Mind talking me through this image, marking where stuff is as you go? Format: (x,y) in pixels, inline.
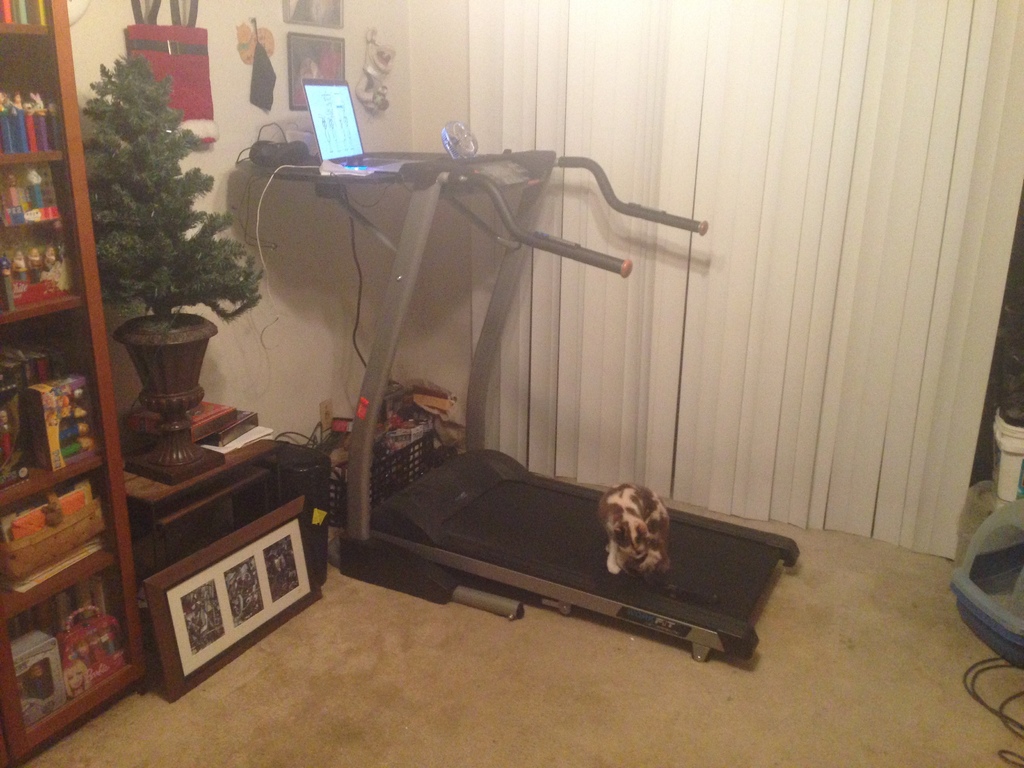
I can see a treadmill (415,554) over here and a cat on it and there is a laptop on the treadmill (429,207) and to the left (128,69) there is a plant (141,75) and there is a rack (4,767) of books (23,378) and other things (13,512) in it. In the background (567,442) I can see a curtain (520,301).
